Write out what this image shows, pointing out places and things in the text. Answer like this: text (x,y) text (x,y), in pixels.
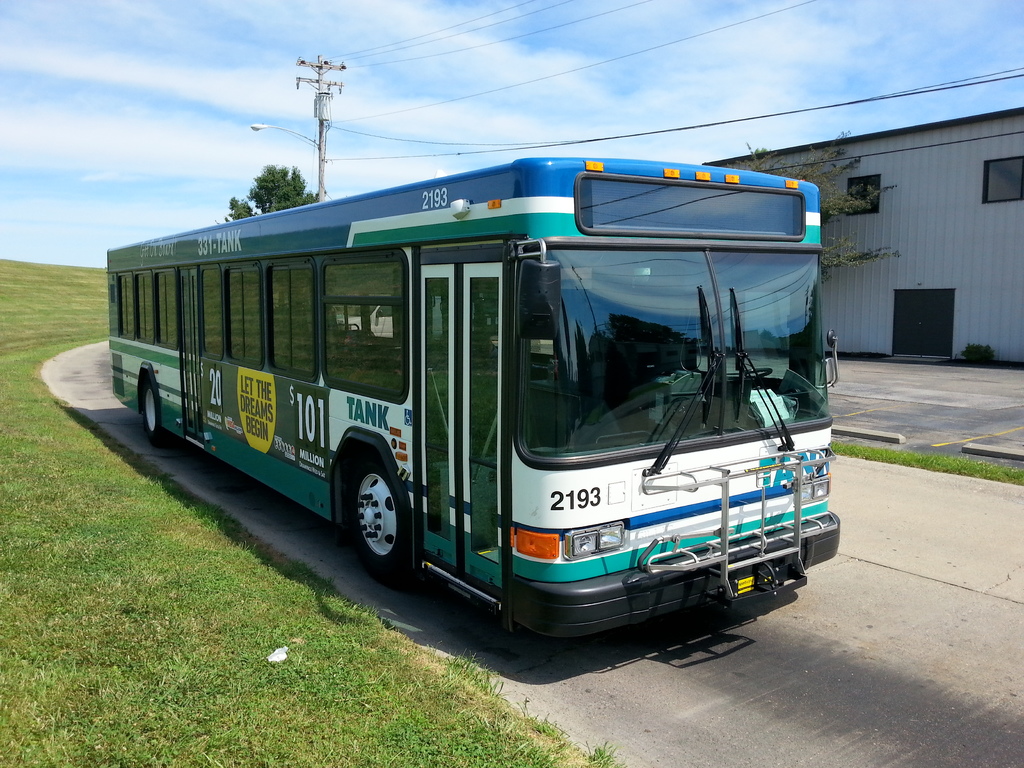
In this image I can see there is a bus (458,418) on the road (294,510). And there is a street light (319,95) and a current wires (351,67) attached to it. And there is a shed (930,248), Plant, Trees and grass (57,420). And at the top (834,26) there is a sky (754,87).
